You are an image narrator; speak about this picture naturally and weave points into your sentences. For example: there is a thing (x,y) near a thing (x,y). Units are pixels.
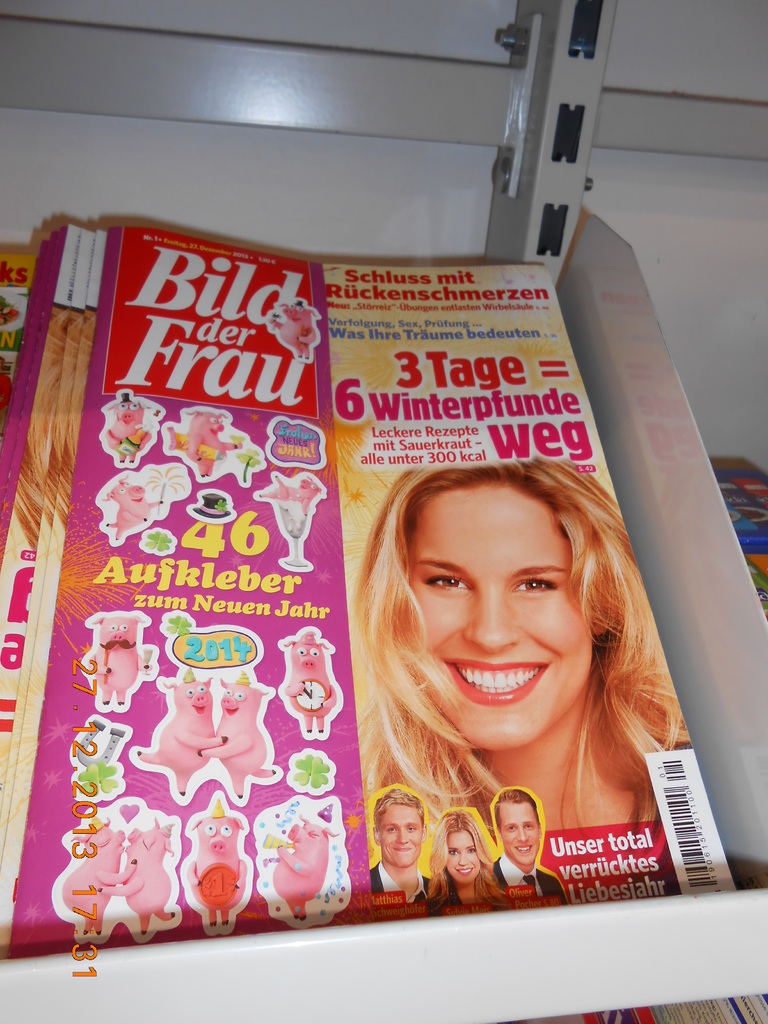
The picture consists of iron racks (343,971) and magazines (397,518).
